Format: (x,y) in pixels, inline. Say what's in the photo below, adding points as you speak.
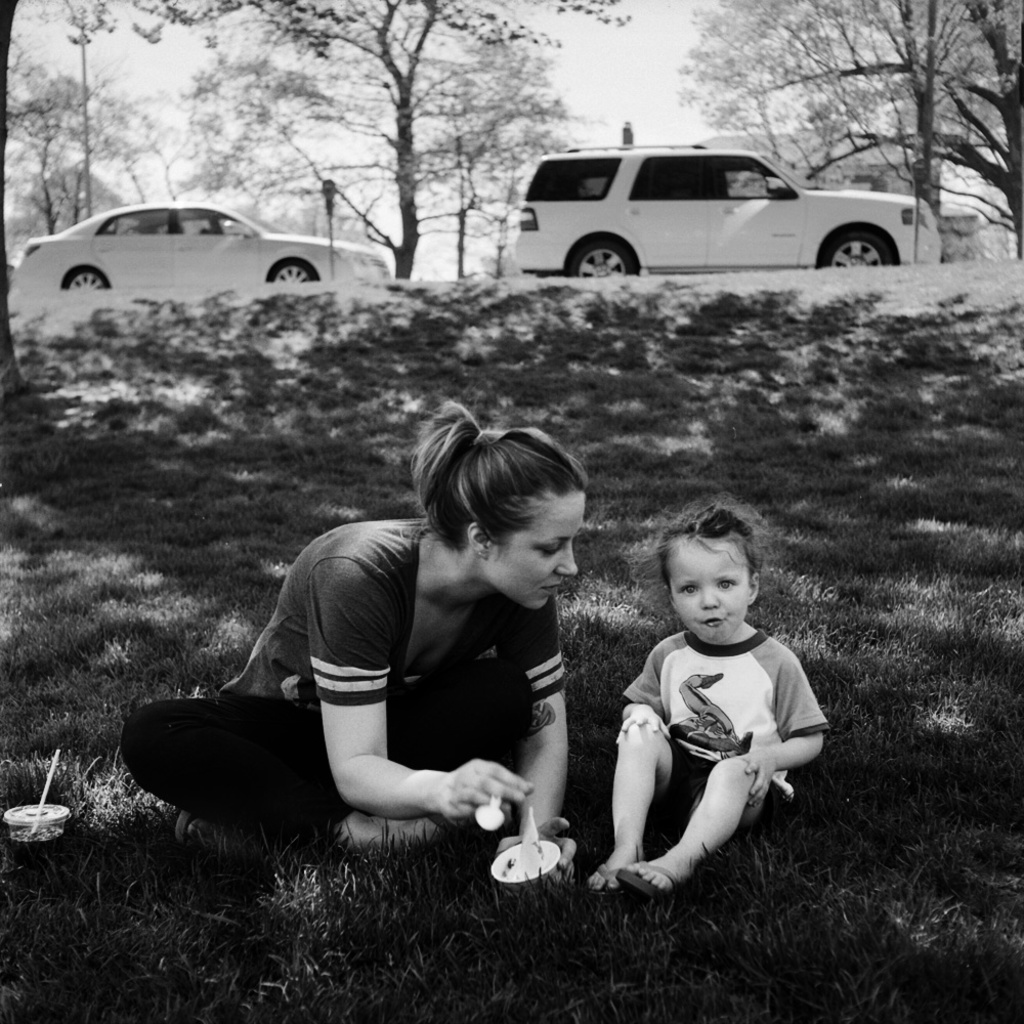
This is a black and white image. Here I can see a woman (370,630) and a baby (678,602) are sitting on the ground (402,946). The woman (486,779) is holding a bowl (515,865) and spoon (486,820) in the hands (484,804) and looking at the baby (693,632). On the ground (184,968), I can see the grass (229,970). In the background (678,226) there are two cars (696,226) and some trees (437,75).
